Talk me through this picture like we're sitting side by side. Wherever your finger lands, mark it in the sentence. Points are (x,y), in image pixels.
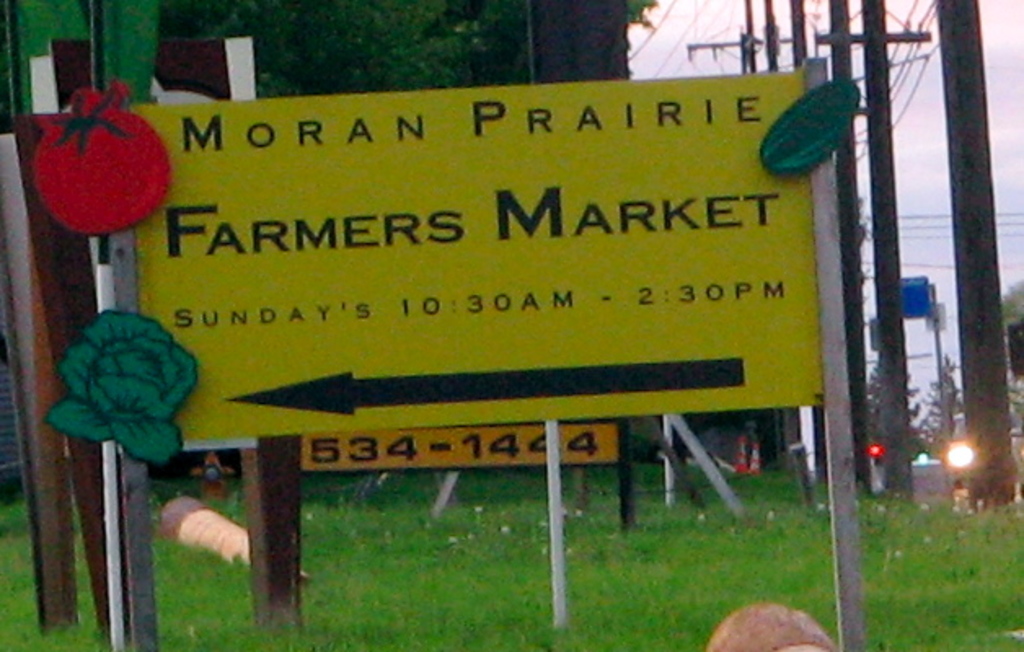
In this image I can see the yellow color board (360,329) and the farmers market is written on it. To the side there are many current poles (885,467) and the light poles (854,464). I can see the vehicle (956,473) on the road (948,489). In the back (705,36) there are trees (594,78) and the white sky (654,51).
